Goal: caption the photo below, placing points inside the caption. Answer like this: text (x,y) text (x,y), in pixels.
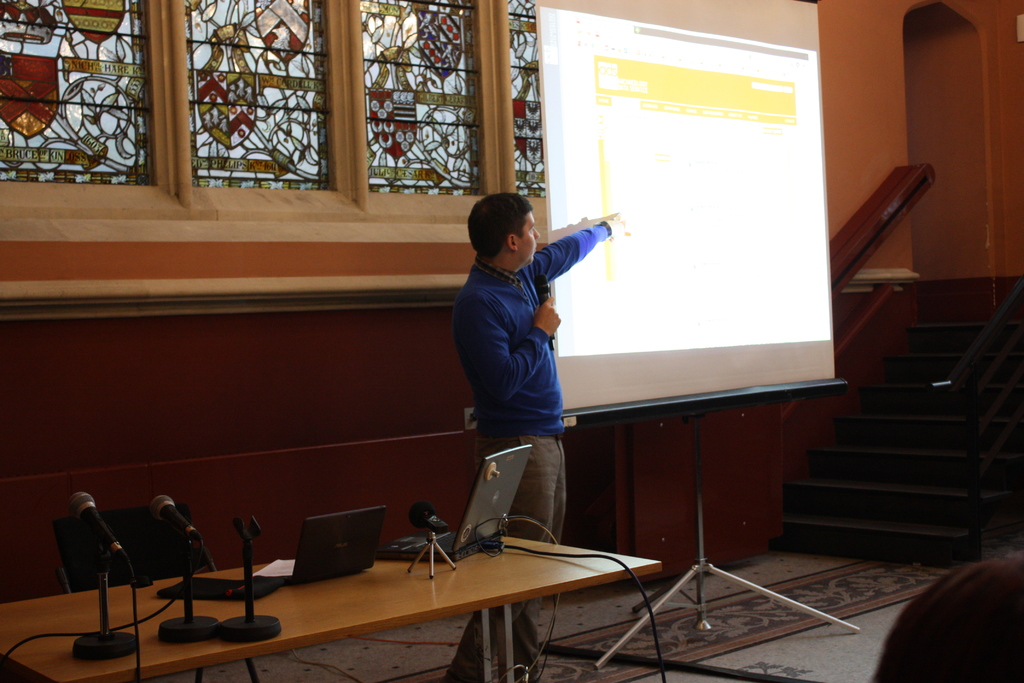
In this image in center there is a table (369,614), on the table (407,582) there are laptops (369,506), wires (162,605) and there are mics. On the right side (763,287) there is a board (736,285) which is white in colour and there is a man (497,335) standing, behind the table (162,581) there is an empty chair (142,559) which is black in colour. In the background (881,429) on the right side (877,413) there are steps (925,405), railings (899,221) and there is a wall (918,307) and on the wall (913,229) there is a stained glass (286,117).
